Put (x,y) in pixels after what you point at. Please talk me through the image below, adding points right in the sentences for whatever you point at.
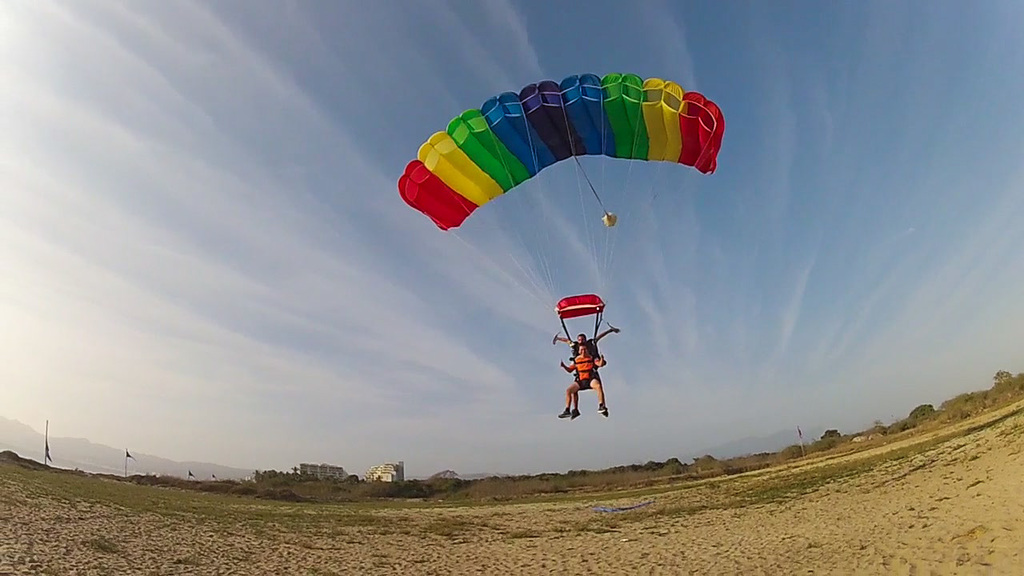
In this image we can see two persons (575,354) with a parachute (611,148). In the background (293,490), we can see a group of poles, trees (323,481) and sky (514,300).
